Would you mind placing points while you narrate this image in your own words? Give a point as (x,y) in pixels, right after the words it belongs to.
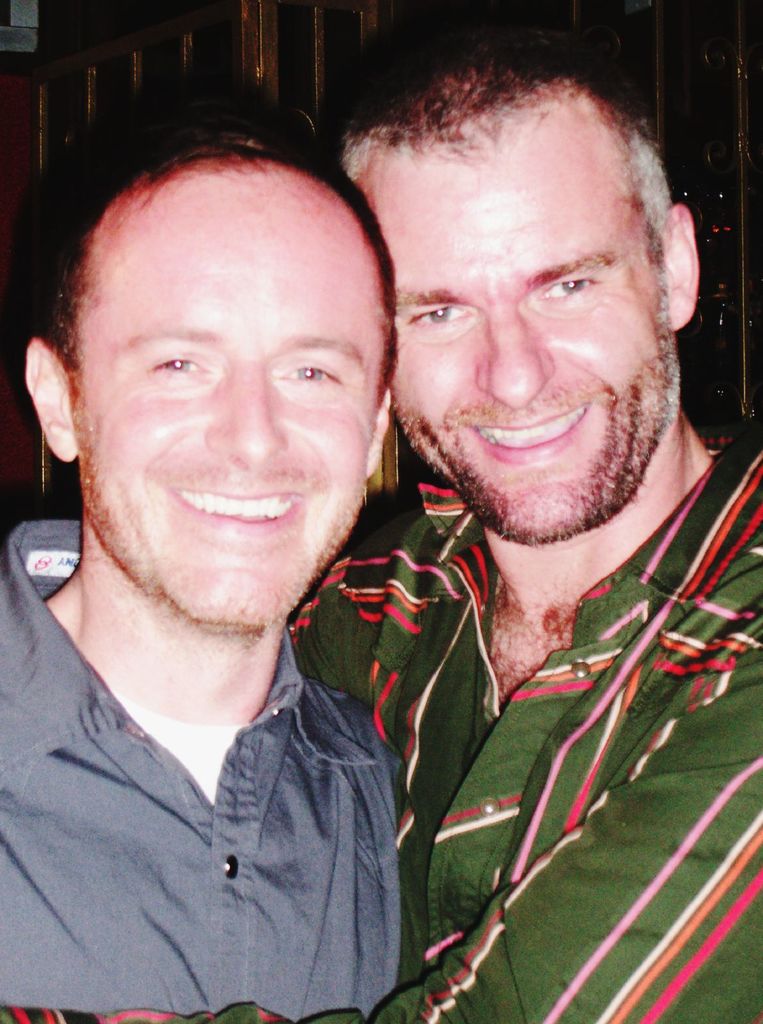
In this image there are two men (376,730) standing. They are smiling. The man (590,727) to the right (549,890) is holding the other man (165,796). Behind them there is a wall (138,19).
